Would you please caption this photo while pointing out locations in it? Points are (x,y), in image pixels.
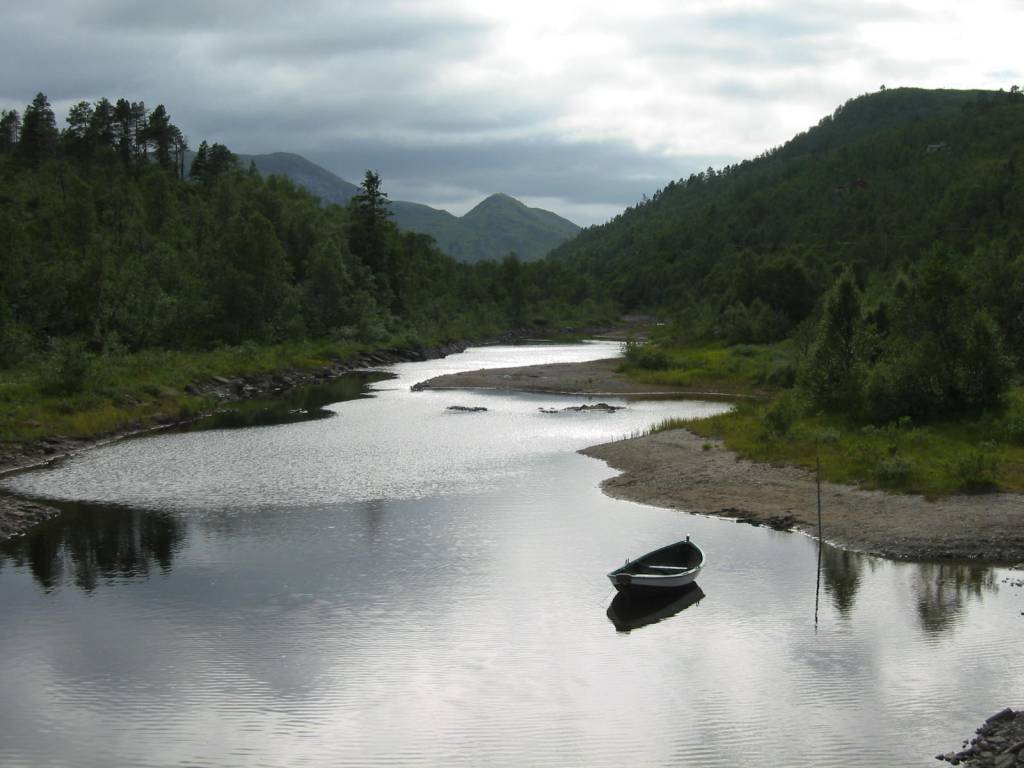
In this picture we can see water (461,694) at the bottom (502,678), there is a boat (686,579) in the water (724,601), in the background (771,300) there are some trees (693,289) and plants (835,424), there is the sky (564,137) and clouds (550,131) at the top of the picture (551,99).
